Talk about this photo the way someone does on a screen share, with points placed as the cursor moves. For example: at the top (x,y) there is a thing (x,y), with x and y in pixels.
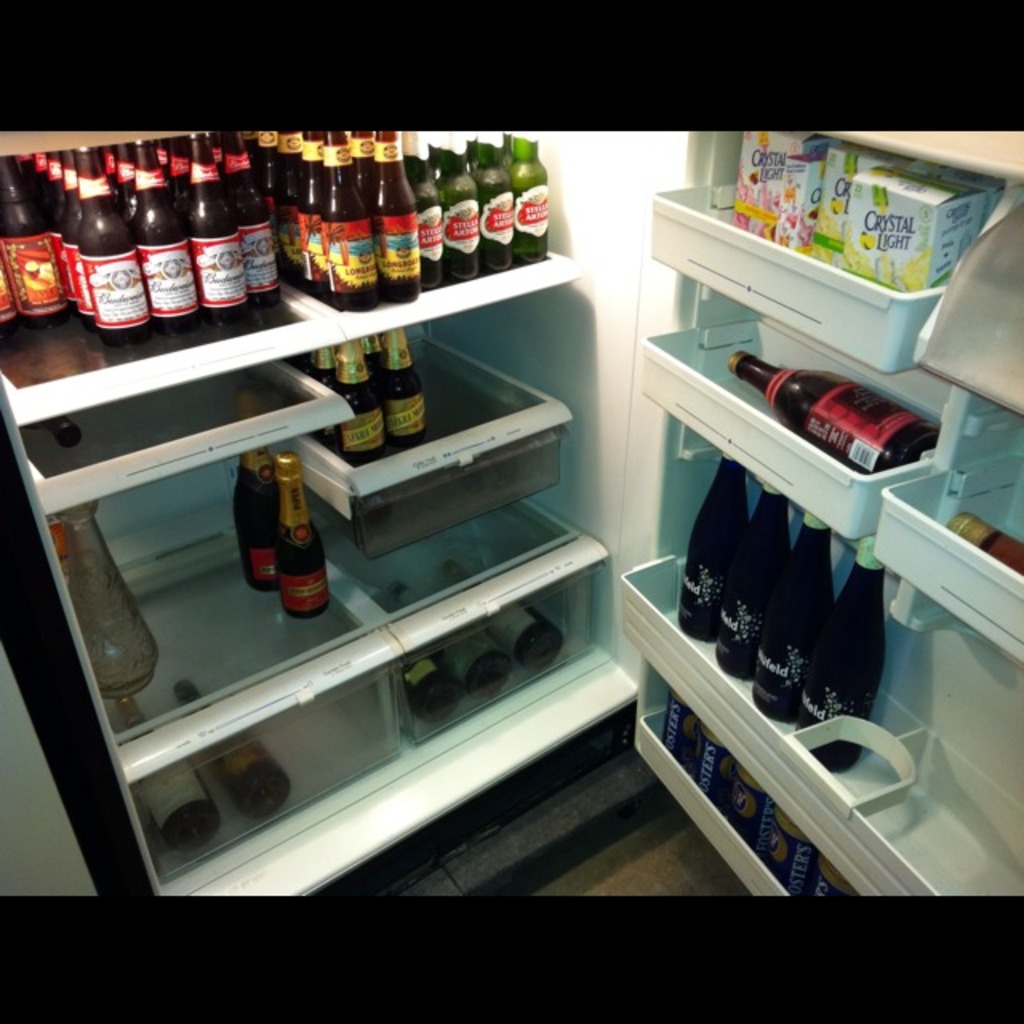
In this image I can see few bottles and few cardboard boxes (903,204) in the refrigerator (529,338).
